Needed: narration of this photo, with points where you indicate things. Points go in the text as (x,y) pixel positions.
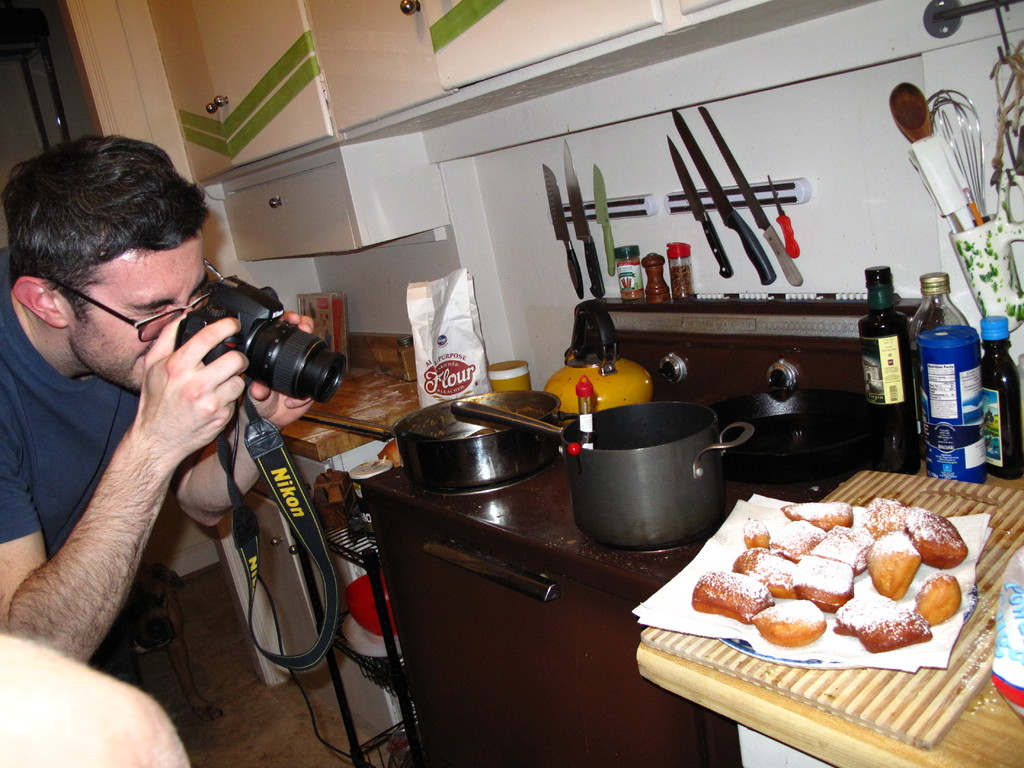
In this image there is a man (77,408) on the left side (86,464) who is taking the picture of the food (803,607) with the camera (250,362). On the right side (772,465) there is a desk (557,530) on which there are vessels (571,384), jars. It looks like a stove (529,551). There are few knives (598,201) which are kept in the stand (641,210) which is attached to the wall (749,217). On the right side (910,375) there are glass bottles (886,362) kept beside the food (842,594). At the top (255,95) there are cupboards (415,55).
